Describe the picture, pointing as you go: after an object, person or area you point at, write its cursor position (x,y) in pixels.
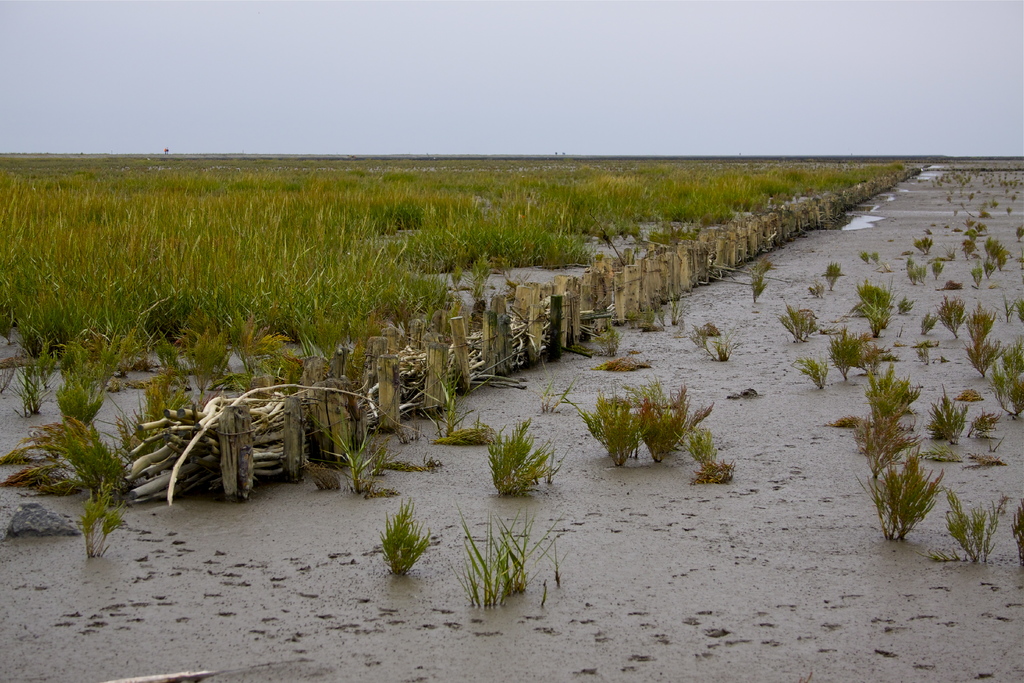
In the picture we can see a crop (157,272) and beside it, we can see a railing (803,229) and besides also we can see some grass plants (369,458) and in the background (987,108) we can see a sky (635,103).
